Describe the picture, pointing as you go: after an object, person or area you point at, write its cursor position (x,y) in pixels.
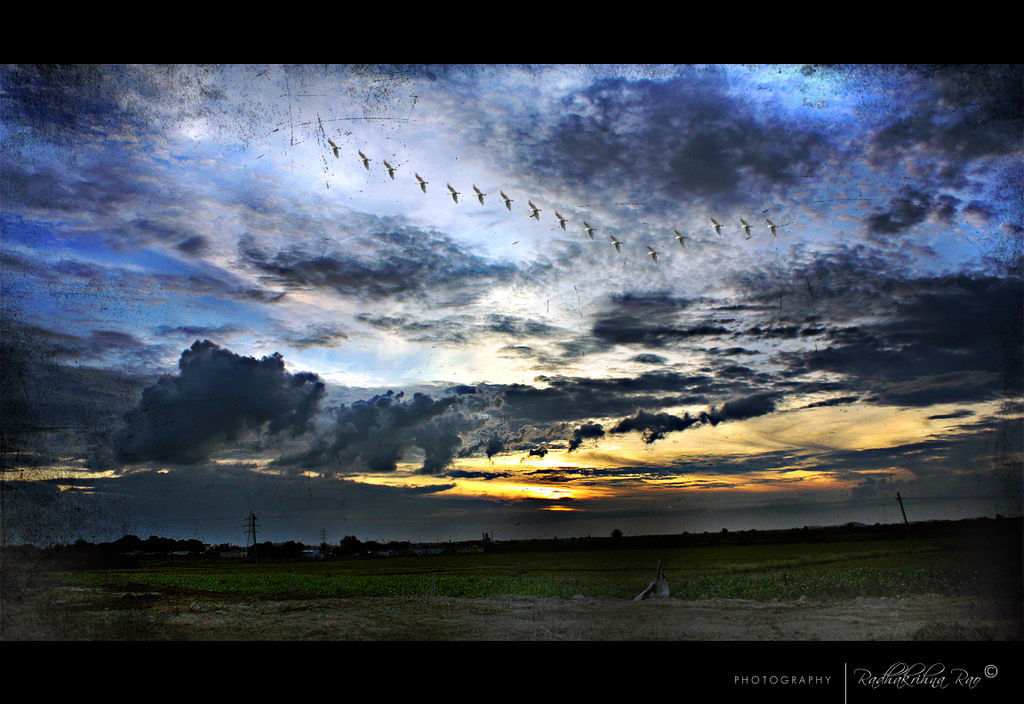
In this image, we can see a crop (542,570). There are clouds (535,410) and birds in the sky (537,255). There is a text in the bottom right of the image (828,677).
